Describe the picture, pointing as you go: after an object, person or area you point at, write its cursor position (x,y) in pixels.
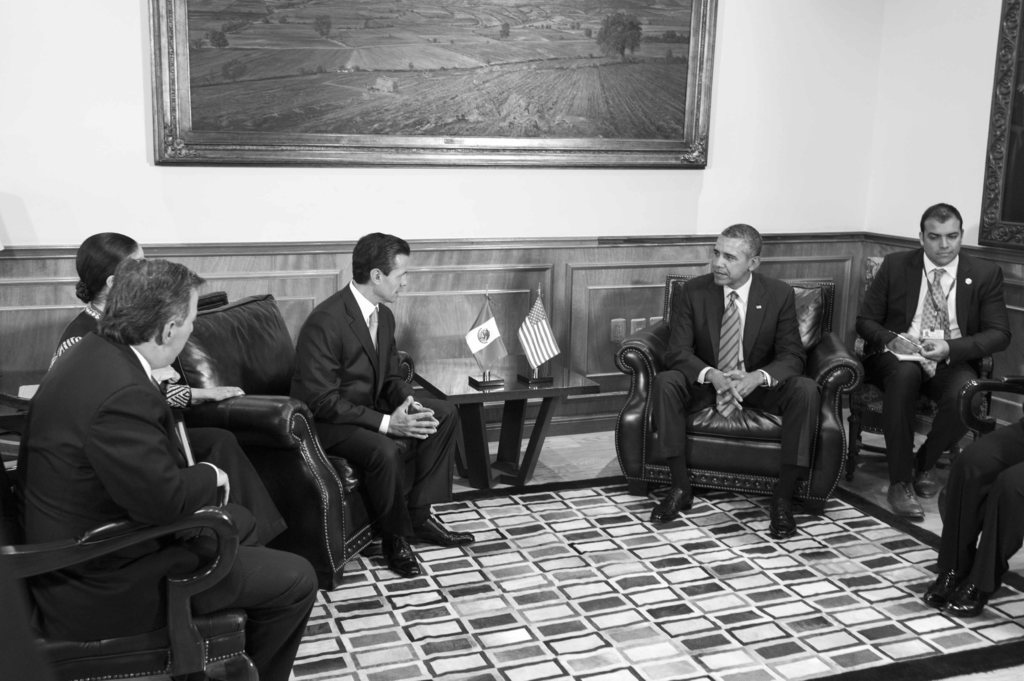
In the picture we can see some people (1007,463) are sitting on the chairs (181,606) and they are in blazers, ties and shirts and in front of them, we can see a floor mat (551,641) and between the people (61,365) we can see a table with two flags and behind them we can see the wall (42,174) with a photo frame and a painting of scenery (332,44) on it.
